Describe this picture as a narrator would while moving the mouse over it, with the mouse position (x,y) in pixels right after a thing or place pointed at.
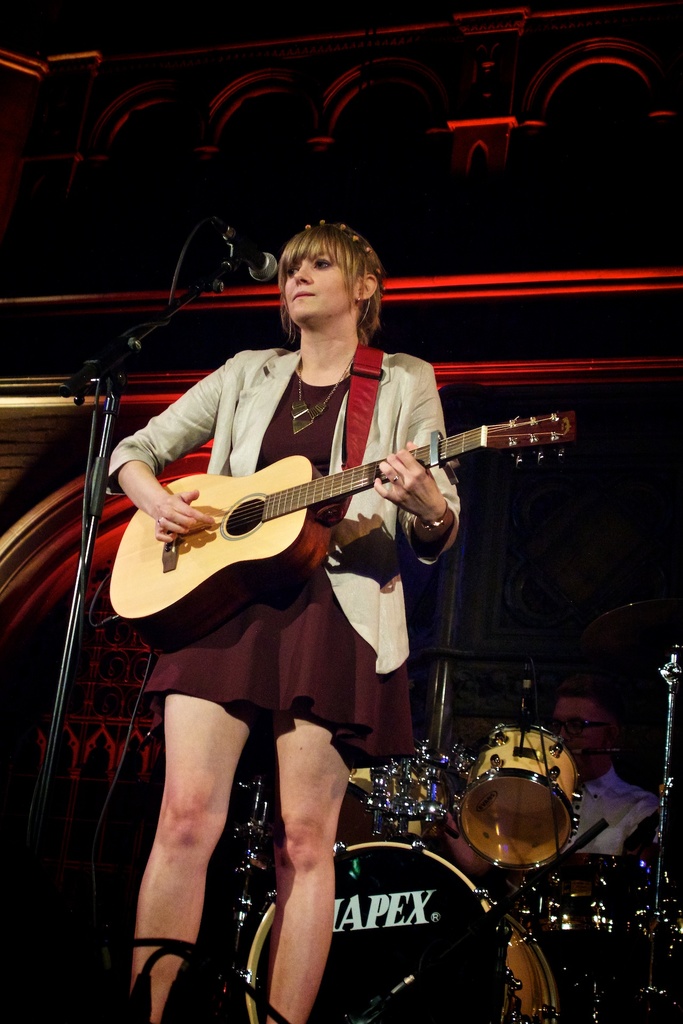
In this image I see a woman (387,659) who is standing in front of a mic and she is holding a guitar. In the background (583,733) I see a man (583,742) who is near to the drums (676,633).
